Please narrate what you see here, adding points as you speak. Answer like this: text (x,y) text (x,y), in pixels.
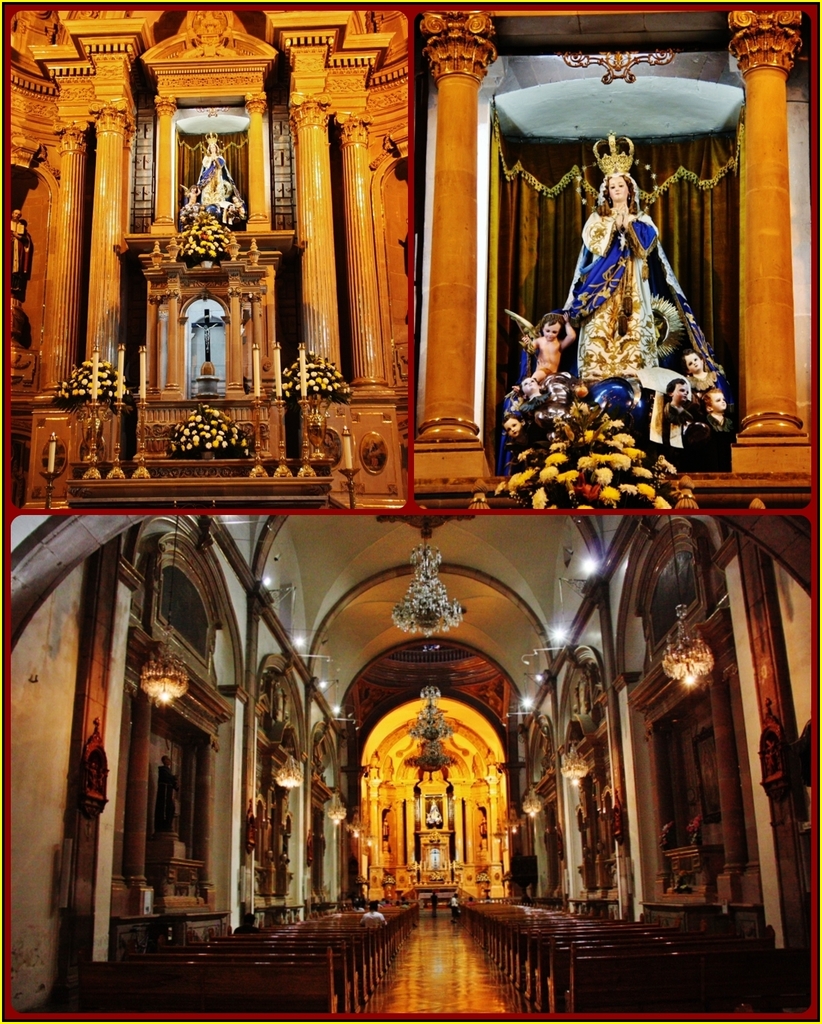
In this image we can see collage images of a church (466,395), there are some benches (278,966), lights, hanging lights (436,622), there are pillars (325,299), bouquets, sculptures (616,211), also we can see the wall (403,299).
